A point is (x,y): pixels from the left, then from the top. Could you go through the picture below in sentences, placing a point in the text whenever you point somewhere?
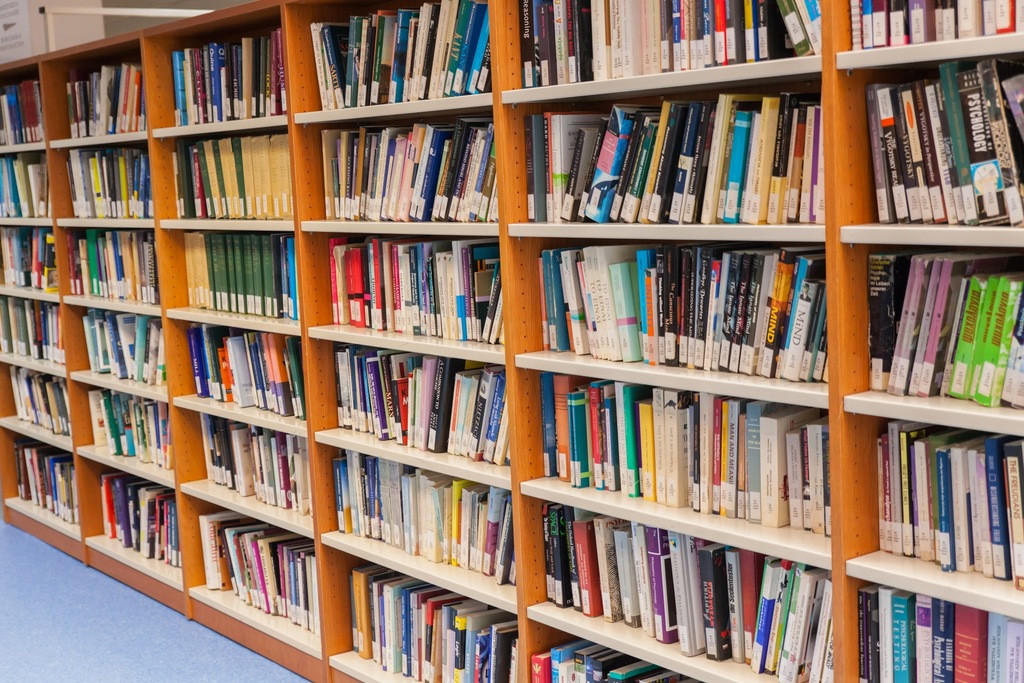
In this image there are books (614,353) on the rack (970,41). At the bottom of the image (91,646) there is a floor (106,626).
